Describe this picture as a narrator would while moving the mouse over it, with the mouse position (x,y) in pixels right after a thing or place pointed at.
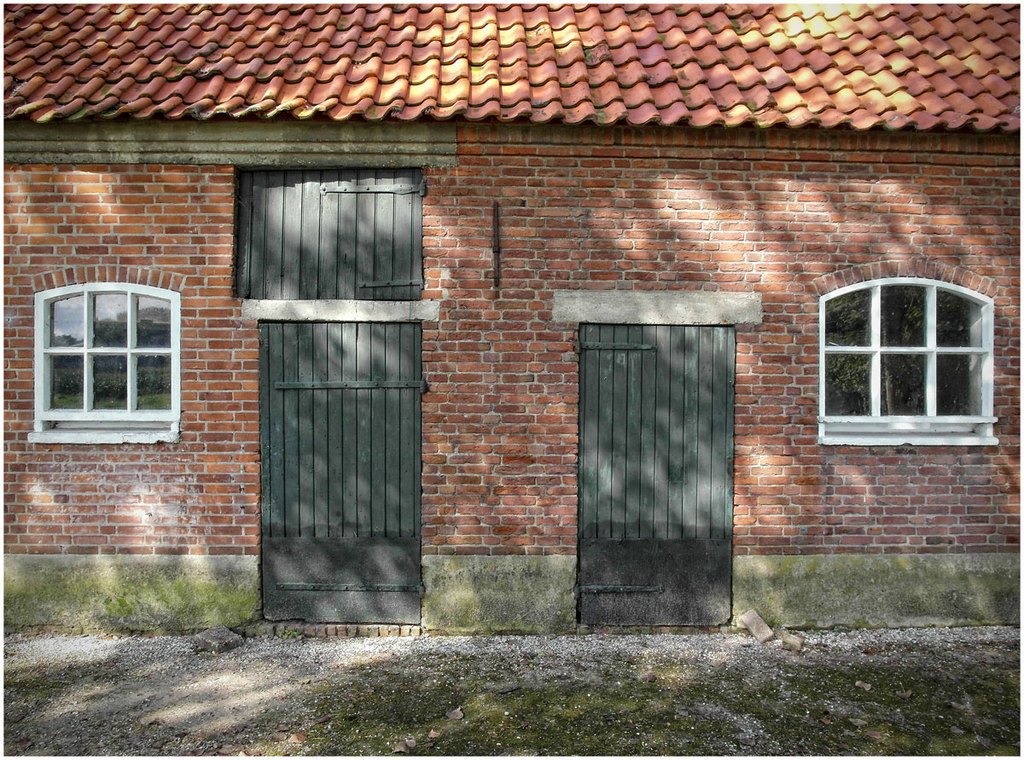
In this image there is a building (482,392) which is red in colour and there are doors (346,377) and windows (869,379).
